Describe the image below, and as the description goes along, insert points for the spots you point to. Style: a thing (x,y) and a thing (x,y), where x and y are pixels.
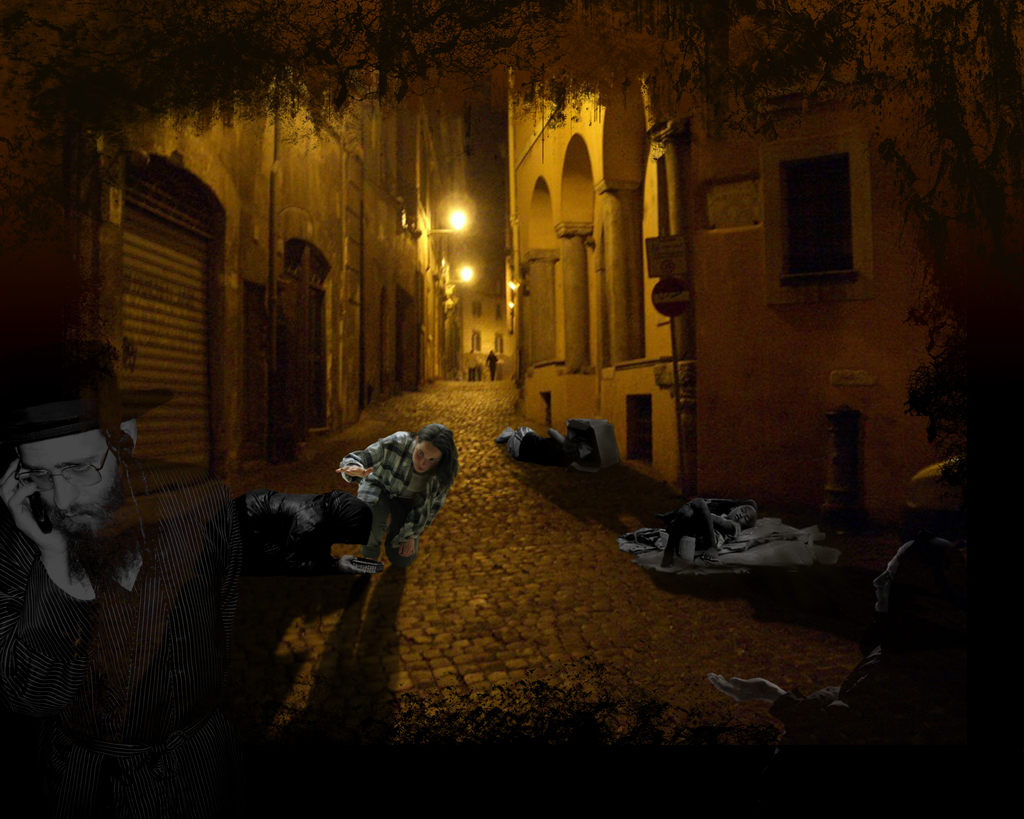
In this edited image there is a path (430,635). On the either sides of the path (449,399) there are buildings (437,201). There are lights (466,276) to the walls (472,300) of the building (455,247). At the top (78,75) there are leaves (384,47) of a tree (874,41). There are edited pictures of people (566,444) sleeping on the path (477,449). In the center (404,513) there is an edited picture of a woman (378,551) in squat position. To the left (101,531) there is a man (31,562) standing.
